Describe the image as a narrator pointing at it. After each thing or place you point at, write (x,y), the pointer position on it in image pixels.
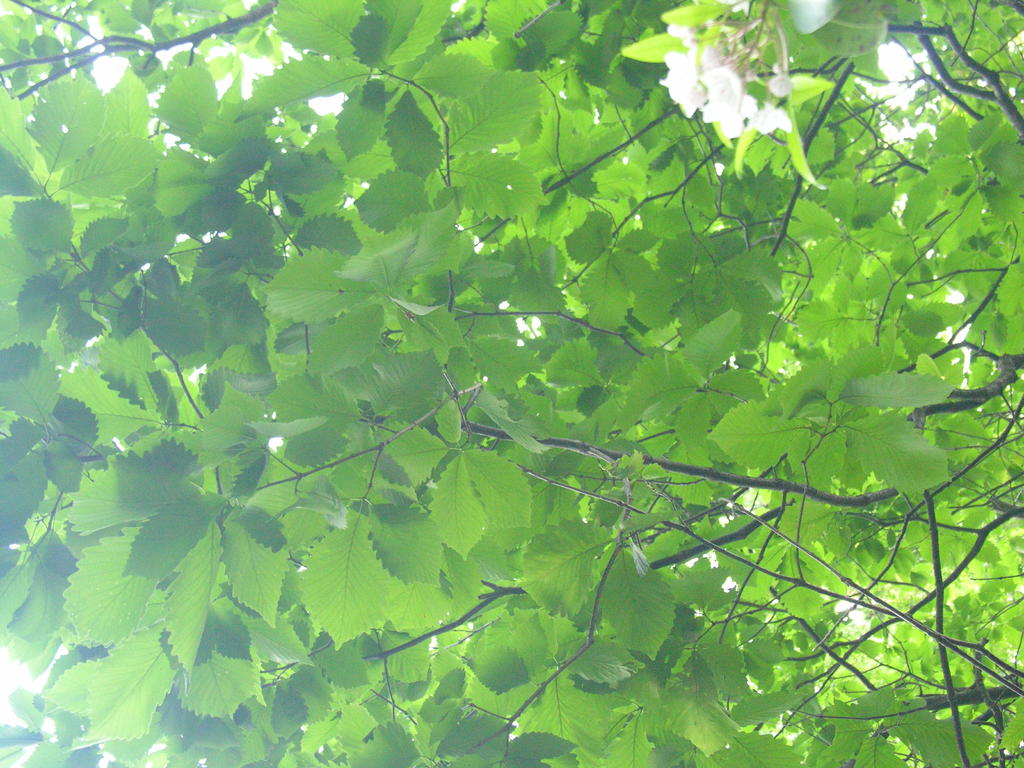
In this picture we can see some flowers (667,81) to the trees (631,547).
